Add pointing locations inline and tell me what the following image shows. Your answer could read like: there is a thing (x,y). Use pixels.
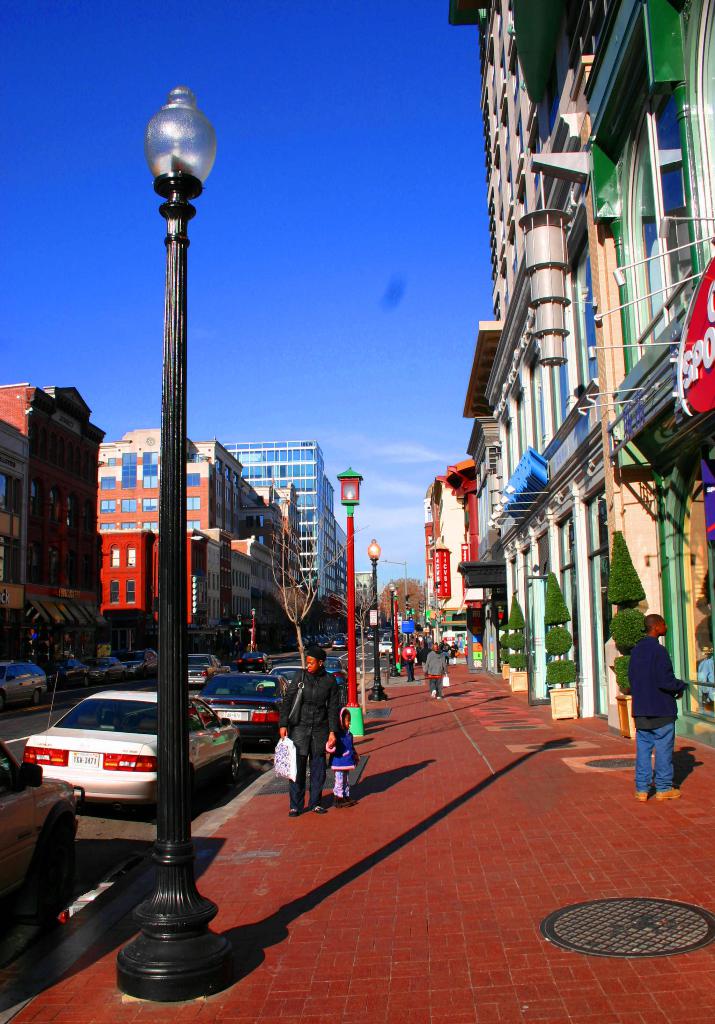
This is the picture of a city (496,710). In this image there are group of people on the footpath (452,996) and there are vehicles (199,667) on the road (7,723). There are buildings (621,520) and trees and there are poles (169,774) and there is a manhole (690,936) on the footpath (562,854). At the top (368,144) there is sky (349,153) and there are clouds (412,573). At the bottom (143,852) there is a road (143,852).
